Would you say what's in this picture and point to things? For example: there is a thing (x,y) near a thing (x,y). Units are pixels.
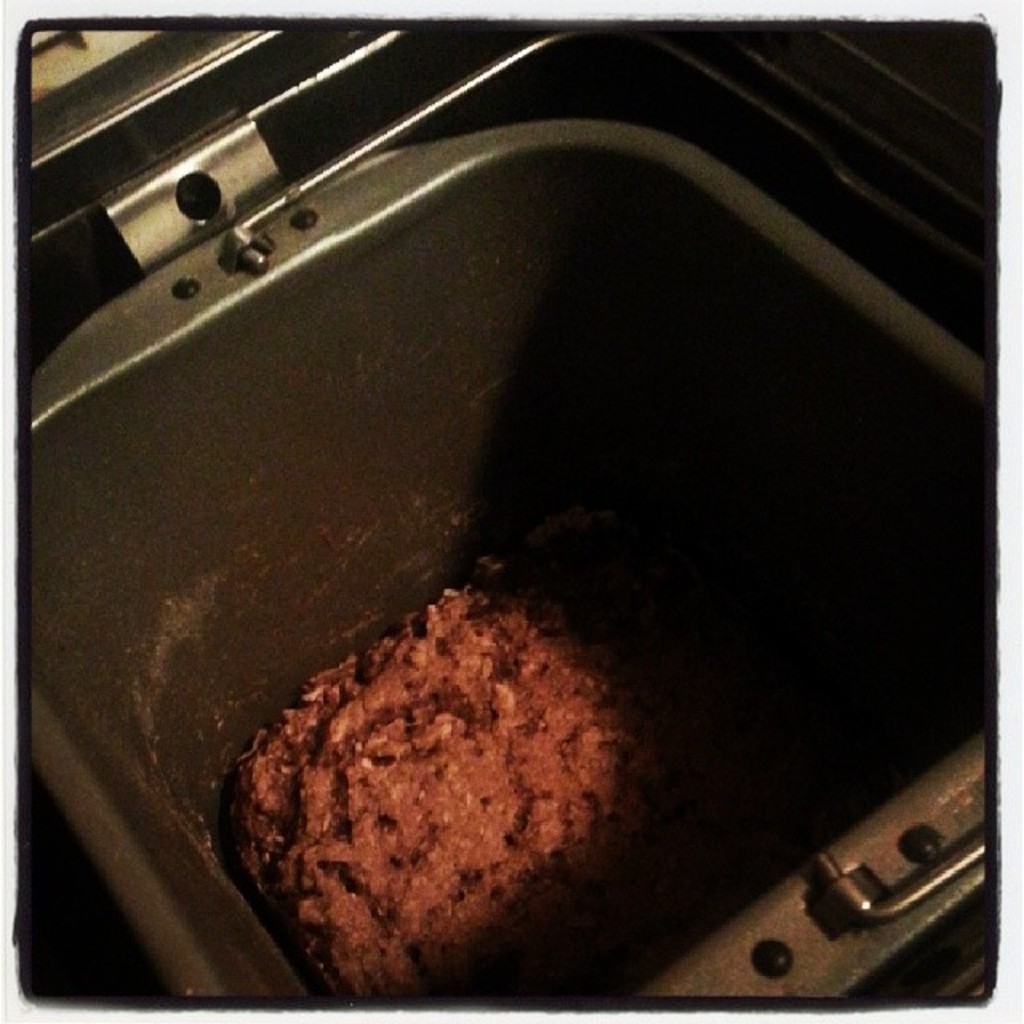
In this image we can see a container (672,447). In the container (908,674) there is an object (611,714).
